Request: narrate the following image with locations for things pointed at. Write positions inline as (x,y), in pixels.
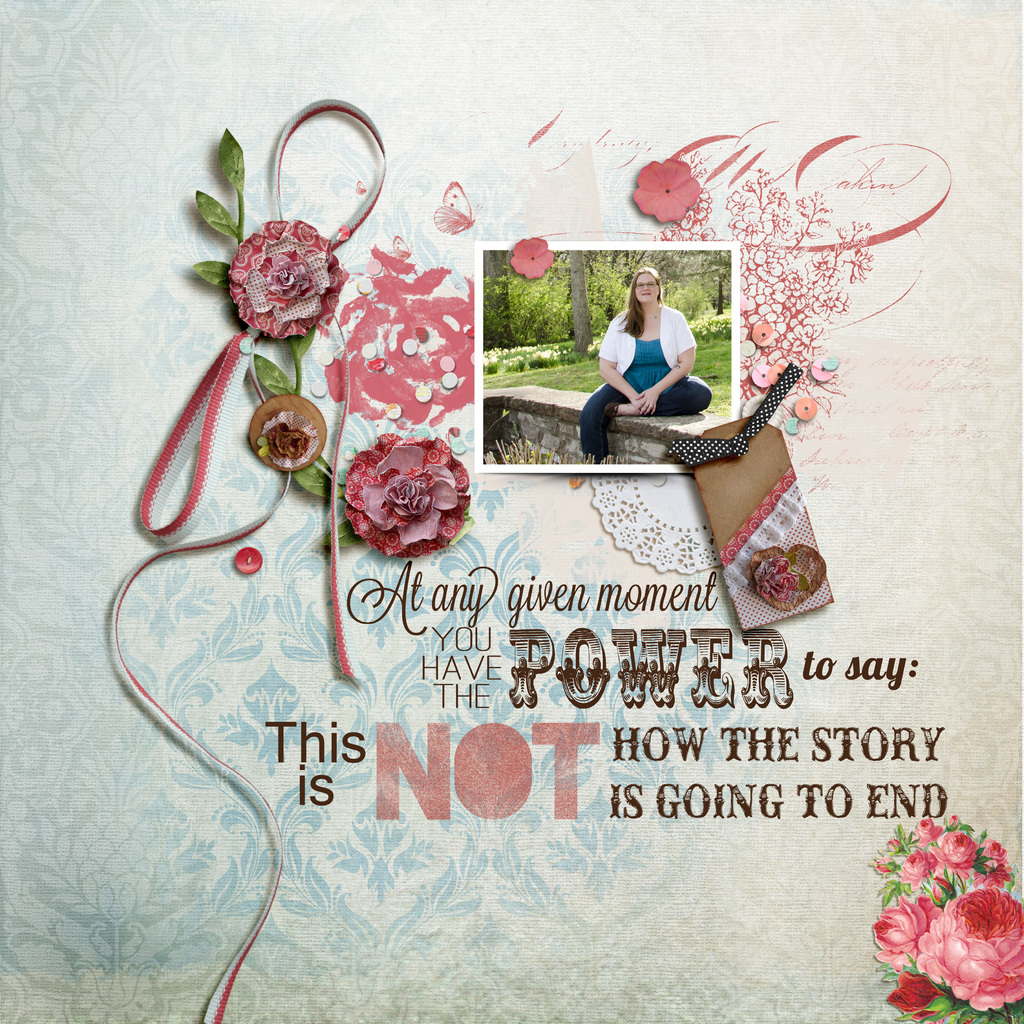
This is an edited and animated image in which there is some text (590,737) written and there is a woman (637,374) sitting and there are trees (500,302) and there is grass (588,382) on the ground (570,374) and the woman (624,329) is smiling.
